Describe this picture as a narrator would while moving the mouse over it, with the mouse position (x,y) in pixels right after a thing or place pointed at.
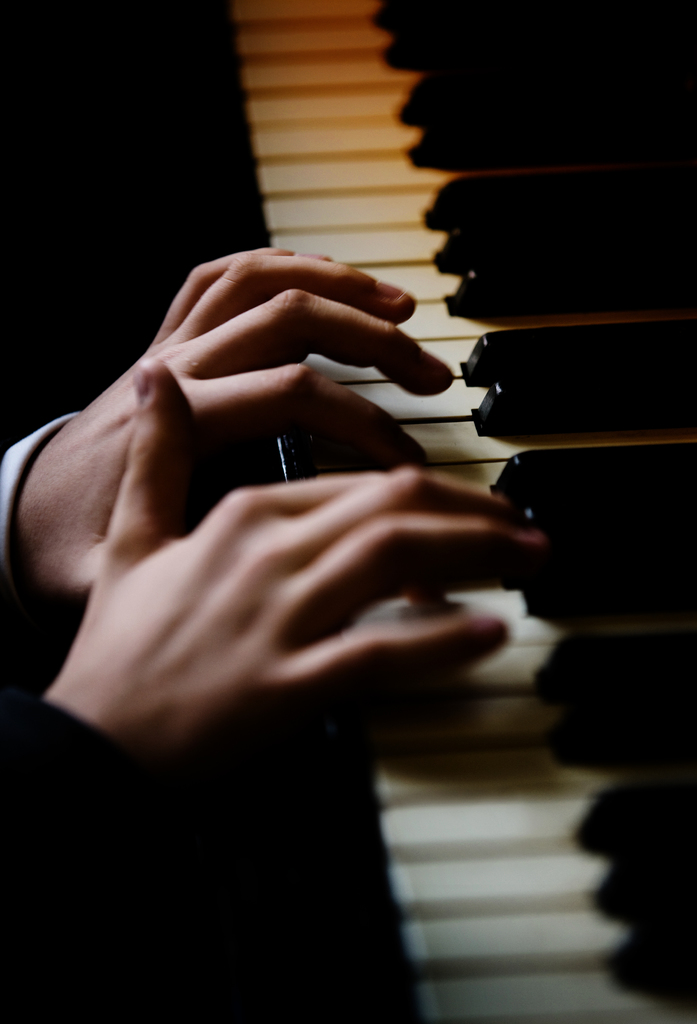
A person (294,569) is playing piano (391,386).
